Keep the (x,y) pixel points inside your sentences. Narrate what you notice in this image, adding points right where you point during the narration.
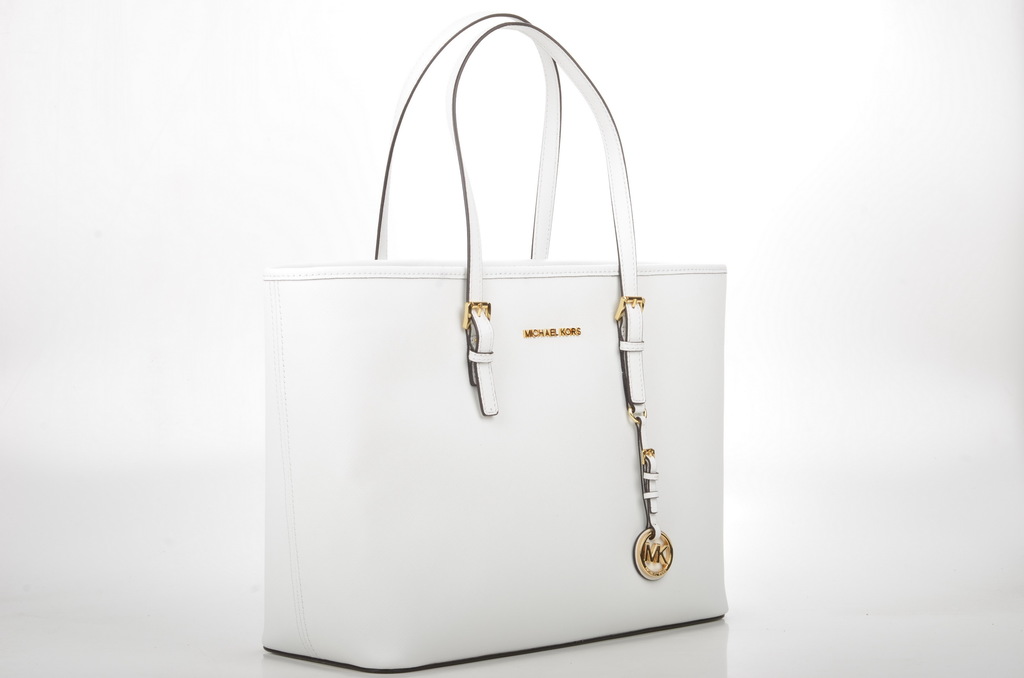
In this picture we can see a bag (561,344) which is in white color.
